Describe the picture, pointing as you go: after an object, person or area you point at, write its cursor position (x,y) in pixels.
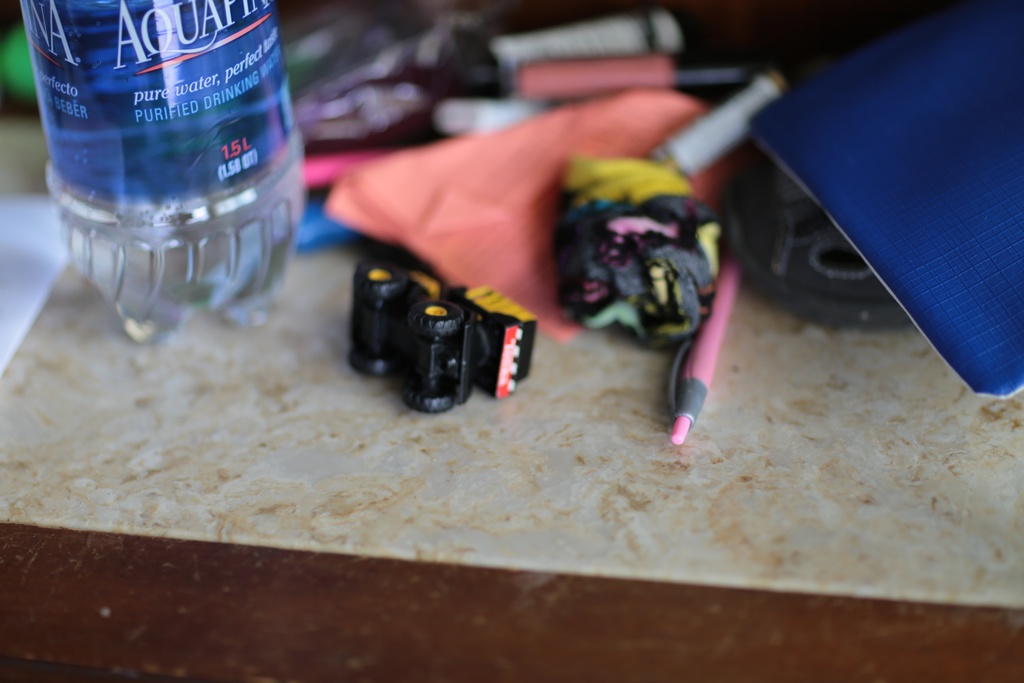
Here I can see a bottle (227,190), pen (687,412), paper (17,261) and some toys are placed on a table (367,574).
